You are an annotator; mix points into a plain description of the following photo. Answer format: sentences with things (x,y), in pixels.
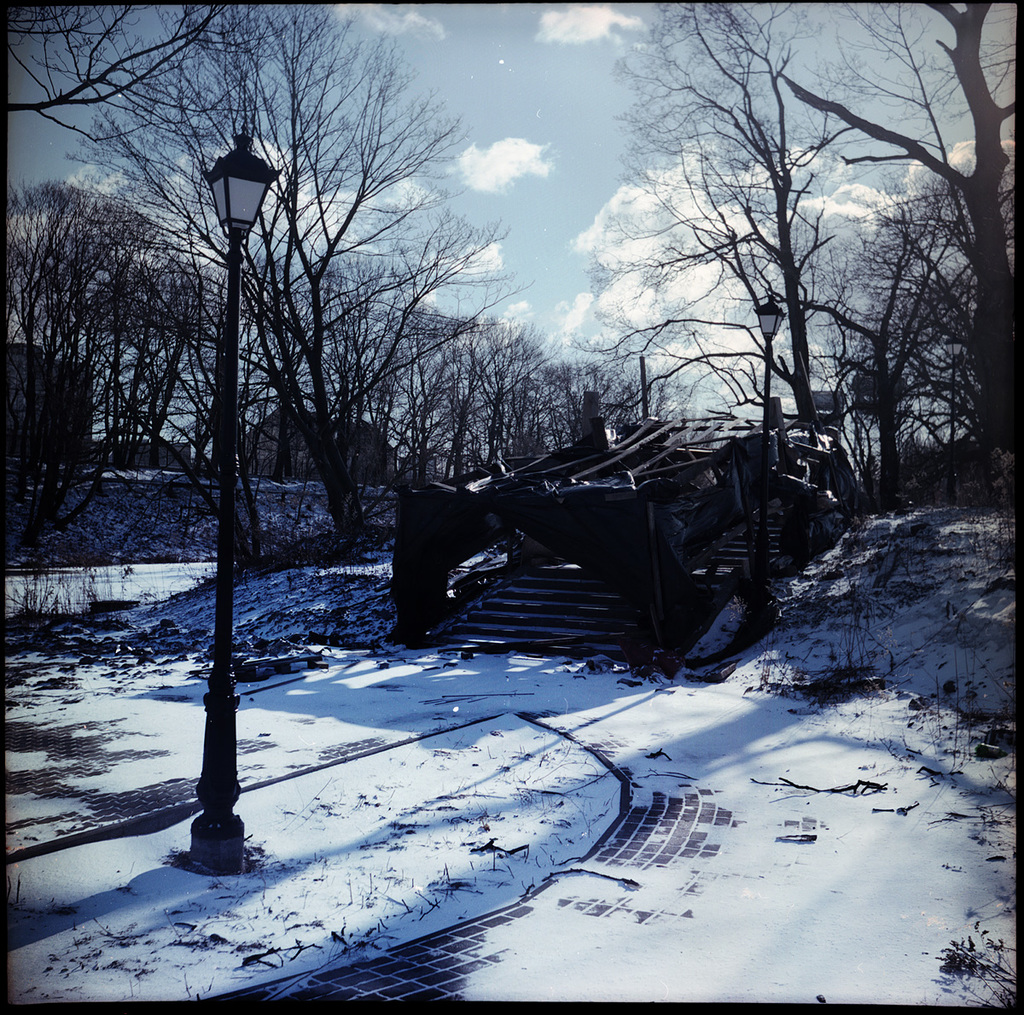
As we can see in the image there is a street lamp (215,668), snow (348,738), stairs (565,588), trees (660,394), sky (537,96) and clouds (654,272). The image is little dark.
